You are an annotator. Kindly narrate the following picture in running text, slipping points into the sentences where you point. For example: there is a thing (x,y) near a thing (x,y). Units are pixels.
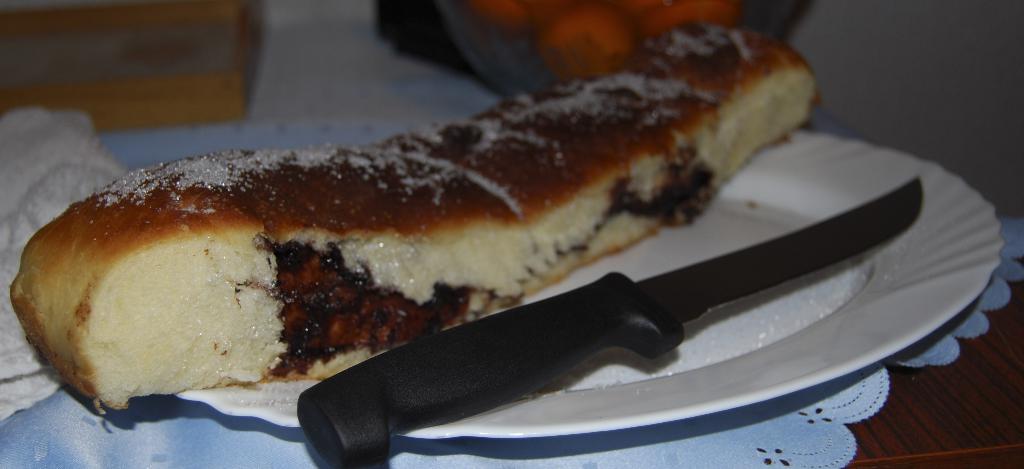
In this picture we can see a plate (804,142) with a knife (633,309), food (261,254) on it, white cloth (603,441) on a wooden surface (915,370) and in the background (677,7) we can see some objects (526,25).
